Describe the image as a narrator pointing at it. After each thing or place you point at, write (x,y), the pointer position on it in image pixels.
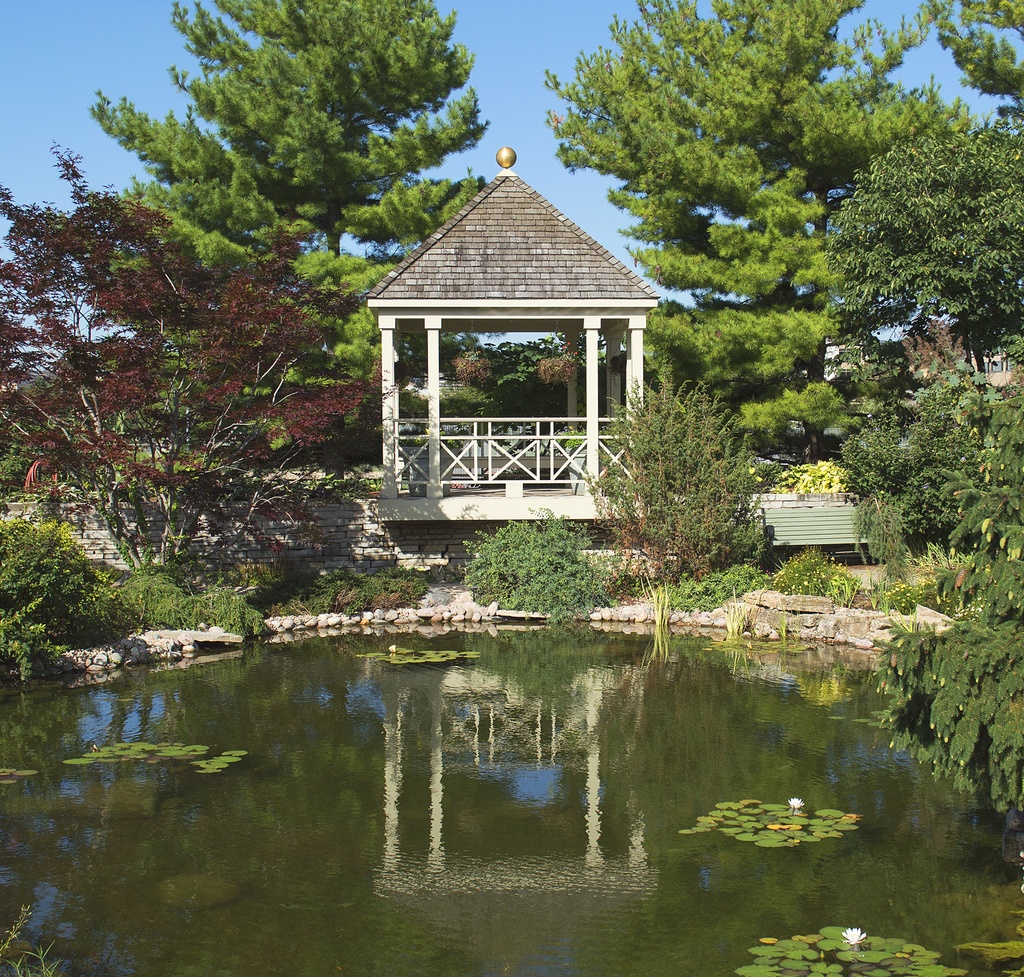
In the image there is the water surface (115,877) in the foreground (295,763) and behind the water surface (89,844) there is a shelter (490,298), around the shelter (388,293) there are trees (61,384).
